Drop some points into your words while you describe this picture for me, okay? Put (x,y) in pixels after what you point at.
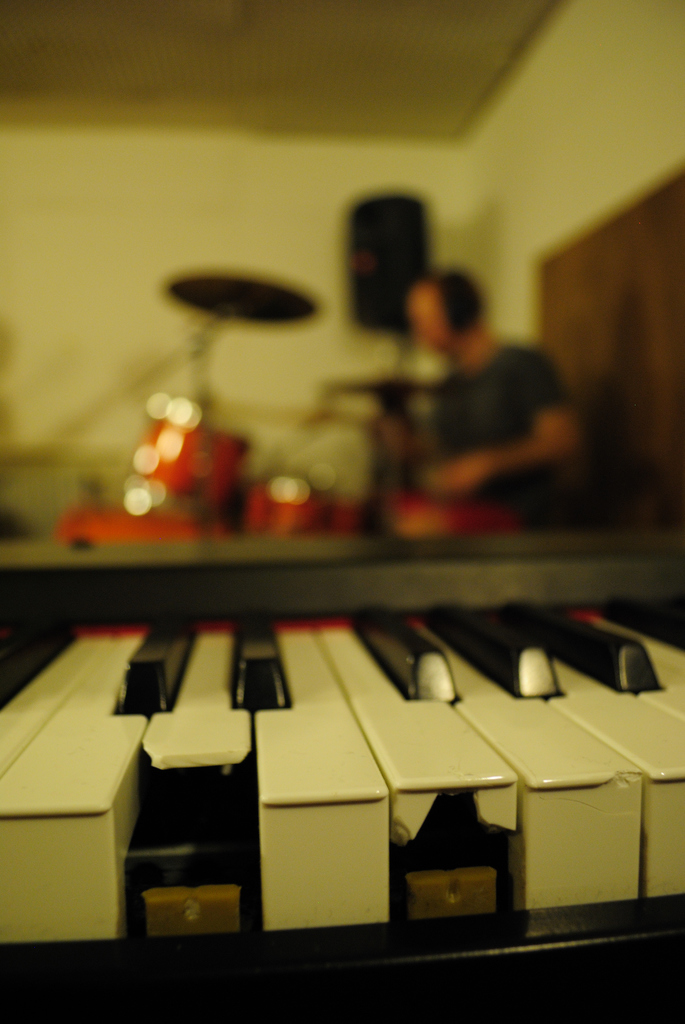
In the foreground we can find keyboard keys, in a background (609,161) we can find a person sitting and playing a musical instruments (261,316) and a wall (525,325).
